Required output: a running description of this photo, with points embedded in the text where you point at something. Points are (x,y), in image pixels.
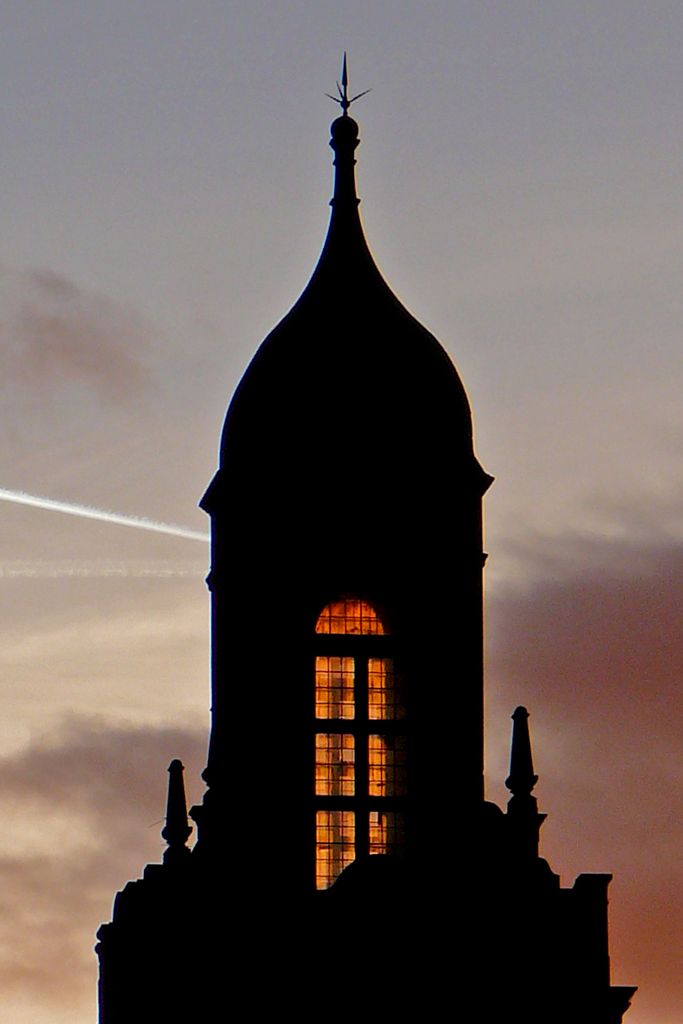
There is a building (368,663) with windows (393,662). In the back (86,336) there is sky (396,226). Inside the building (353,757) there is light (377,714).
